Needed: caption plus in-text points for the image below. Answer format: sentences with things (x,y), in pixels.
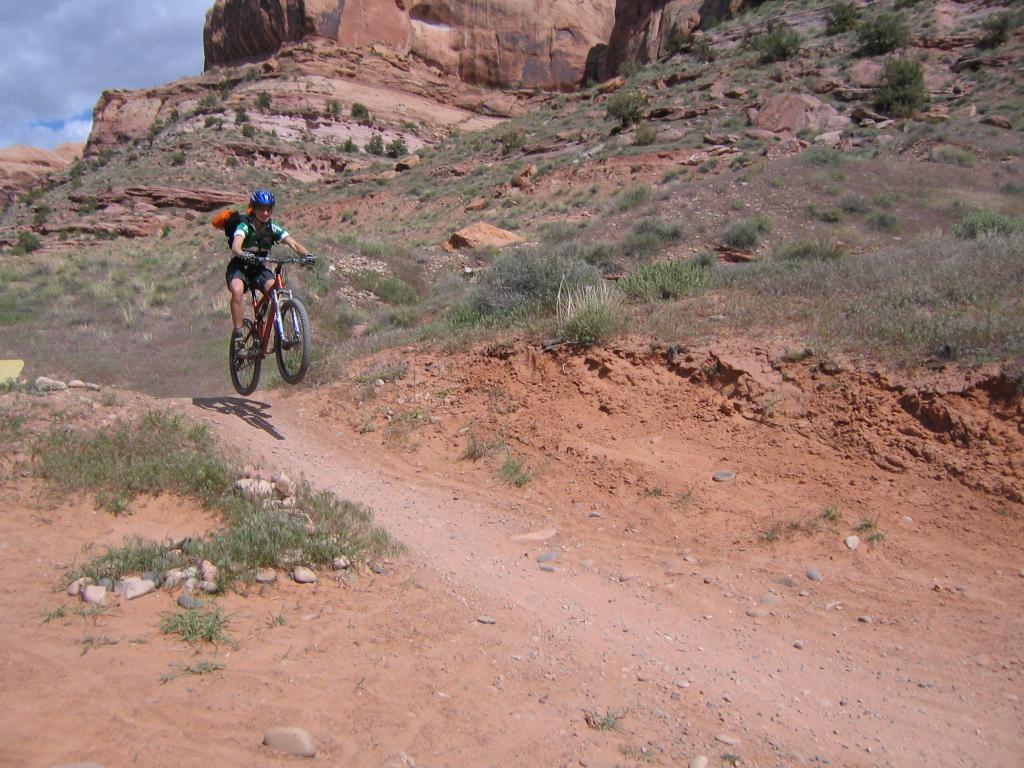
In this picture I can see the open land (402,442) in front (243,755), on which there are stones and I can see the grass (578,305). In the middle of this picture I can see a person (235,282) on a cycle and the person (266,240) is wearing a bag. In the background (34,257) I can see the rocks (276,77) and few plants (760,50). I can also see the cloudy sky (94,83).
